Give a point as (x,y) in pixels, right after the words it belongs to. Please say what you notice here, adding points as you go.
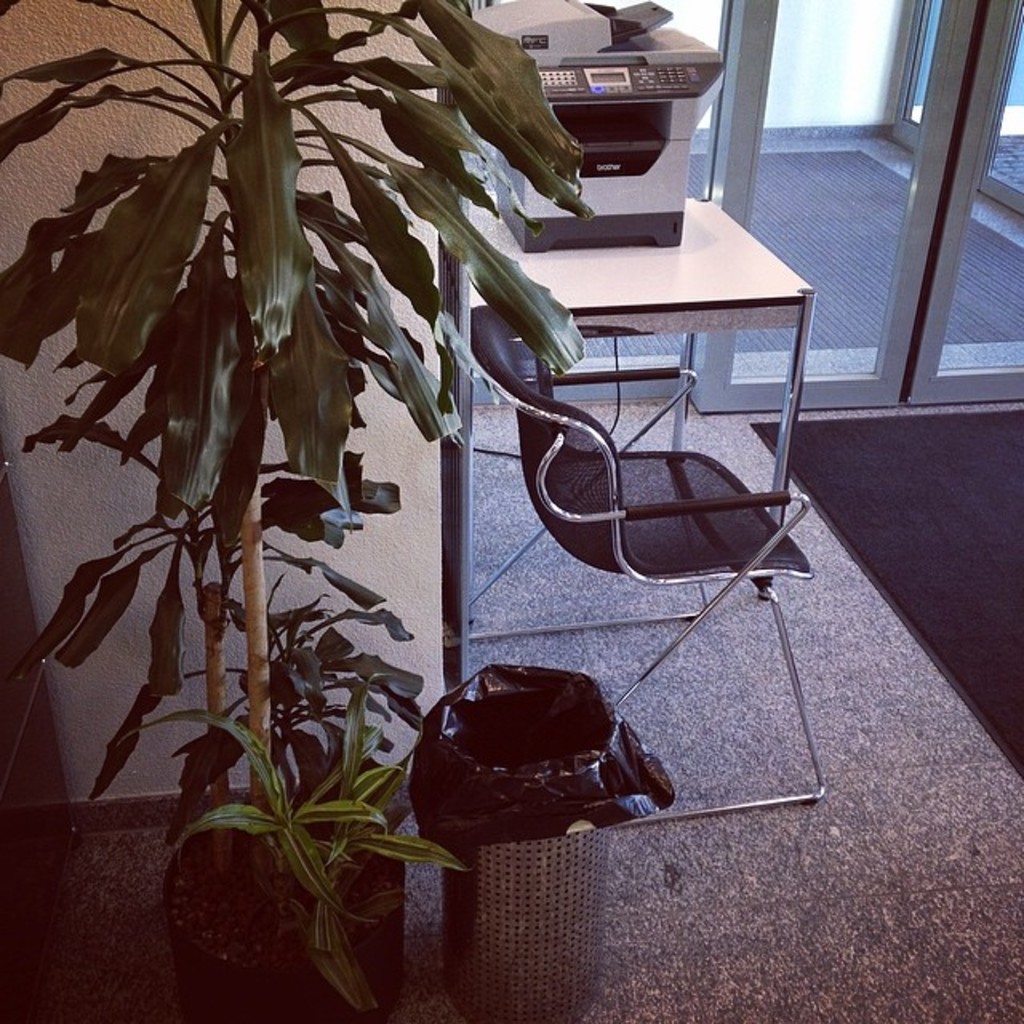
In the picture we can see a house plant (203,274) which is placed in the house (107,489) and near to it there is a dust bin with black cover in it and just beside to it there is a chair (515,379), table (782,326), on the table (758,316) we can find a printing machine (620,156) and a glass doors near to it.
